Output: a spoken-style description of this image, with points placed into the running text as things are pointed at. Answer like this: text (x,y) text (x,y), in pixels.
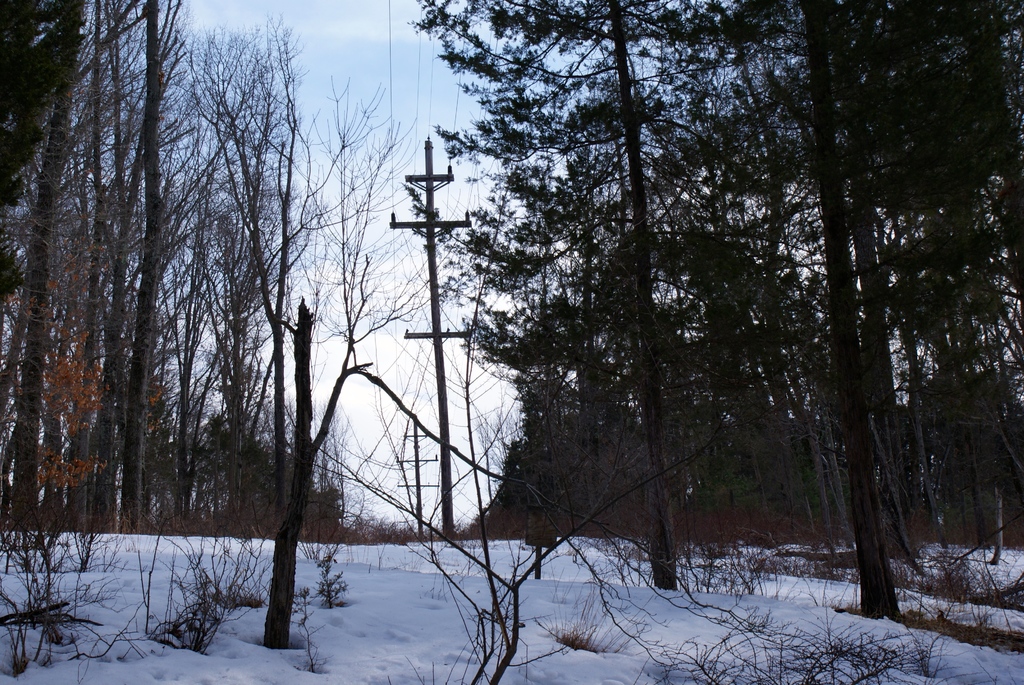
This is an outside view. At the bottom (378,645), I can see the snow (399,646) and some plants (193,615). In the middle of the image (435,304) there are few poles (399,462) along with the wires (391,130). On the right (741,136) and left side of the image (177,279) there are many trees (517,315). At the top of the image (333,53) I can see the sky (318,60).
